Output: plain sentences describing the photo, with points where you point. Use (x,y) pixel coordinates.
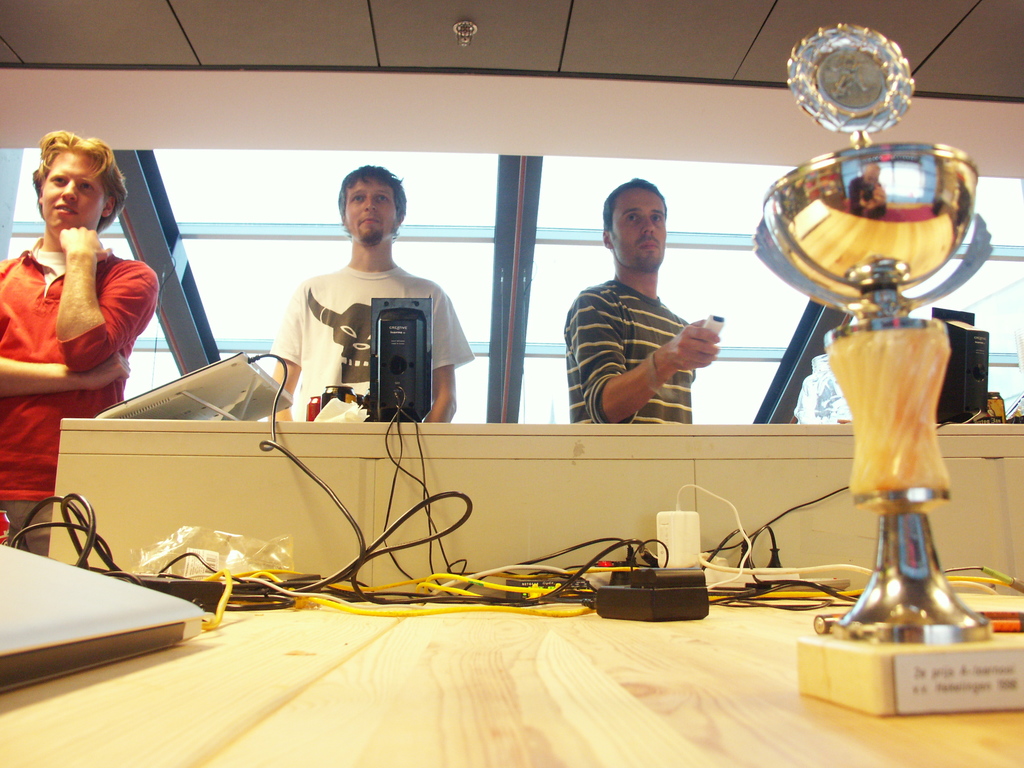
In this picture we can see three friends (709,337) are playing game with the joystick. In the front (729,703) bottom side there is a award cup (920,447) placed on the wooden table (777,704). Beside there is some cables (739,543) and extension box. In the background (161,168) there is a big glass window (209,181).
